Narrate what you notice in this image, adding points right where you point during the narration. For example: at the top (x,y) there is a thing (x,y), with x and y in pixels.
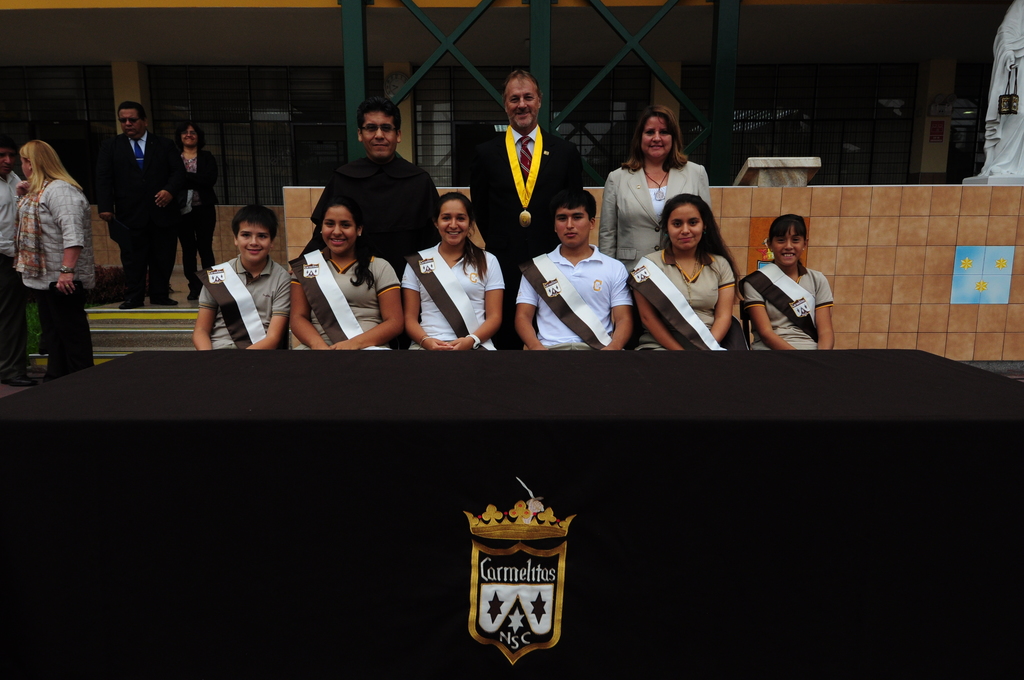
In this image, there are a few people (296,300). We can see a table (196,432) covered with a black colored cloth (265,496). We can see the wall (891,313). We can see some poles (616,59) and stairs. There are a few windows (330,81). We can see some glass (968,131) and a white colored object (1001,118) on the right (996,131).
